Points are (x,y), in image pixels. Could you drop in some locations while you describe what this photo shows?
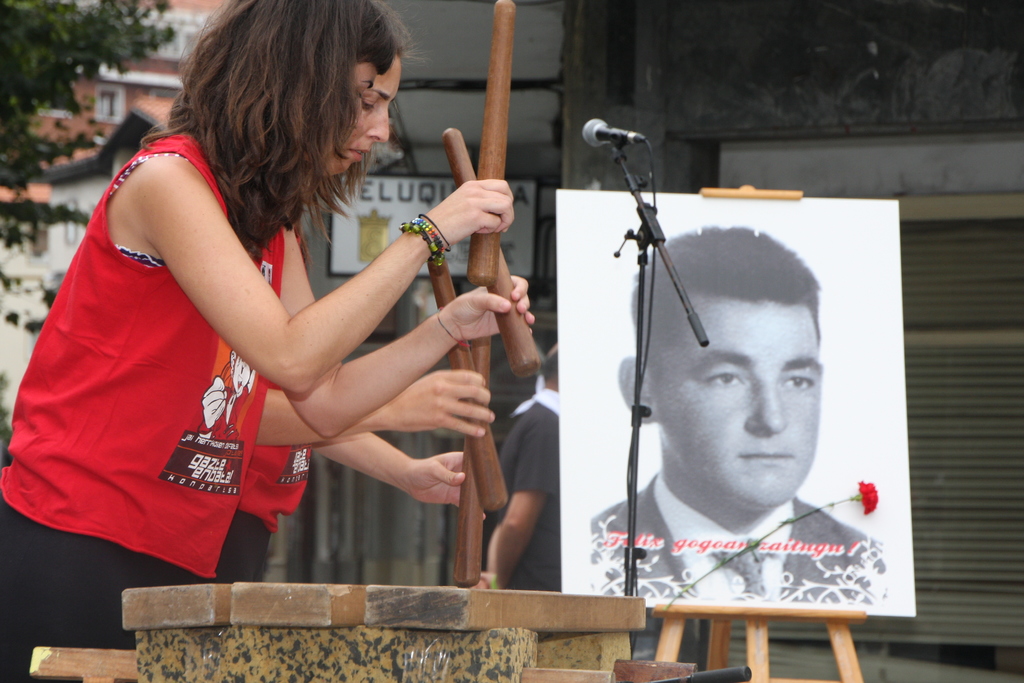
In this image I can see two people (274,316) standing on the left hand side of the image (326,310). They are holding some sticks (500,279) in their hands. I can see a bench (346,591) before them. I can see another person (515,440) behind a photograph (600,587) of a person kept on an easel (725,626) with a rose (863,488) and some text (676,547). I can see a mike (626,588). I can see a board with an emblem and some text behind the people (339,291) standing. I can see some buildings (879,93). I can see a tree (68,53) in the top left corner (57,159).
